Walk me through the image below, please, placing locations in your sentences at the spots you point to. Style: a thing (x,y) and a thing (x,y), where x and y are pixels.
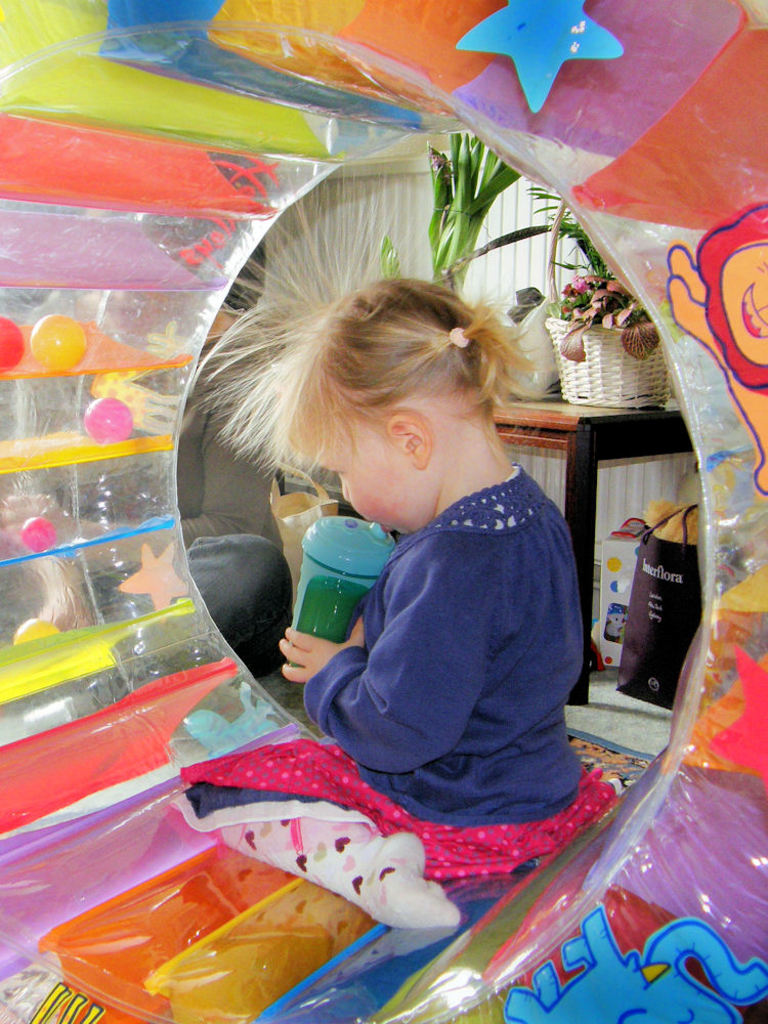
This image is clicked inside a room (234,103). There is a ring shaped circular balloon (331,150) in which a girl (311,857) is sitting. The girl (350,784) is wearing a blue and pink dress (307,763). She is also wearing socks (300,844). In the background (589,376), there is a table (581,407) on which there are flower baskets (569,310) and a plant (461,265). At the bottom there are bags (679,584) in which a toy (668,537) is kept.
